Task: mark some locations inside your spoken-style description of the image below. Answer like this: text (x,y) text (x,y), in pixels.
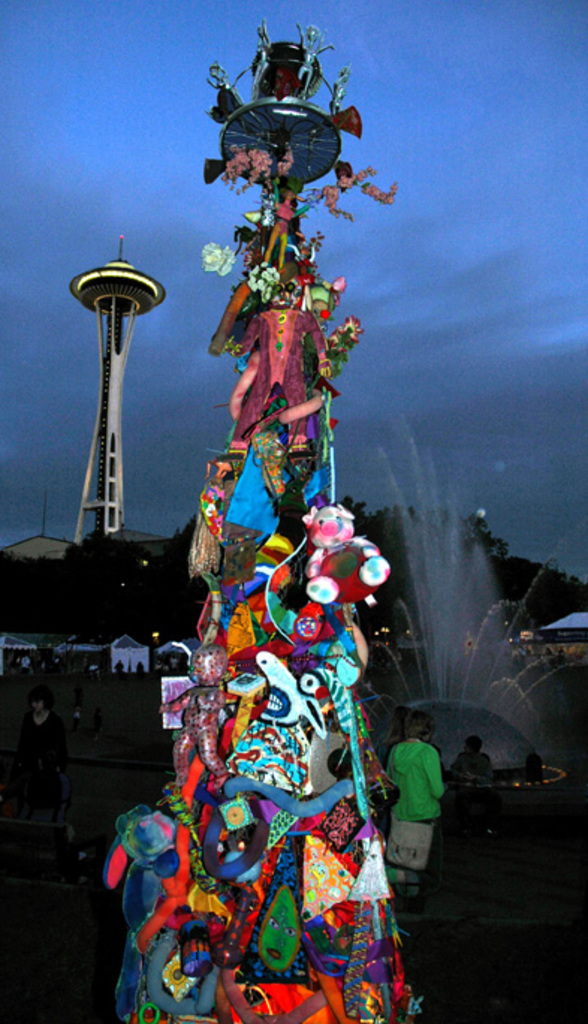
In this picture we can see few toys (358,733), few people (387,741) and water (473,593), in the background (484,537) we can see few trees (127,546), houses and a tower (121,291).
